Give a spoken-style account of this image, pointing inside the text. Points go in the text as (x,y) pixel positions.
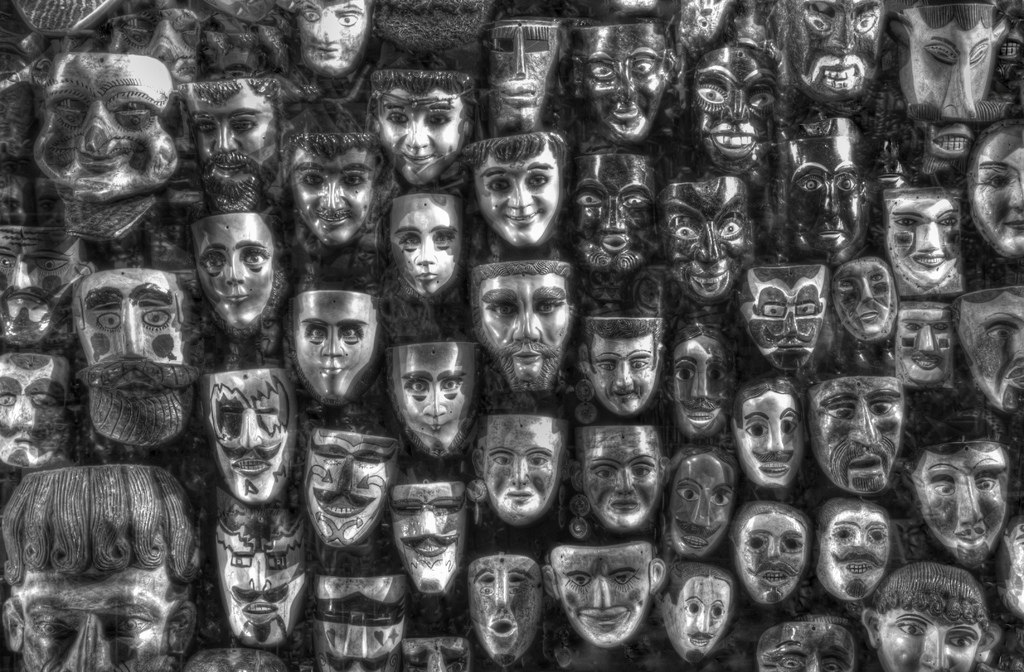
In this image, we can see face masks (438,419) throughout the image.
